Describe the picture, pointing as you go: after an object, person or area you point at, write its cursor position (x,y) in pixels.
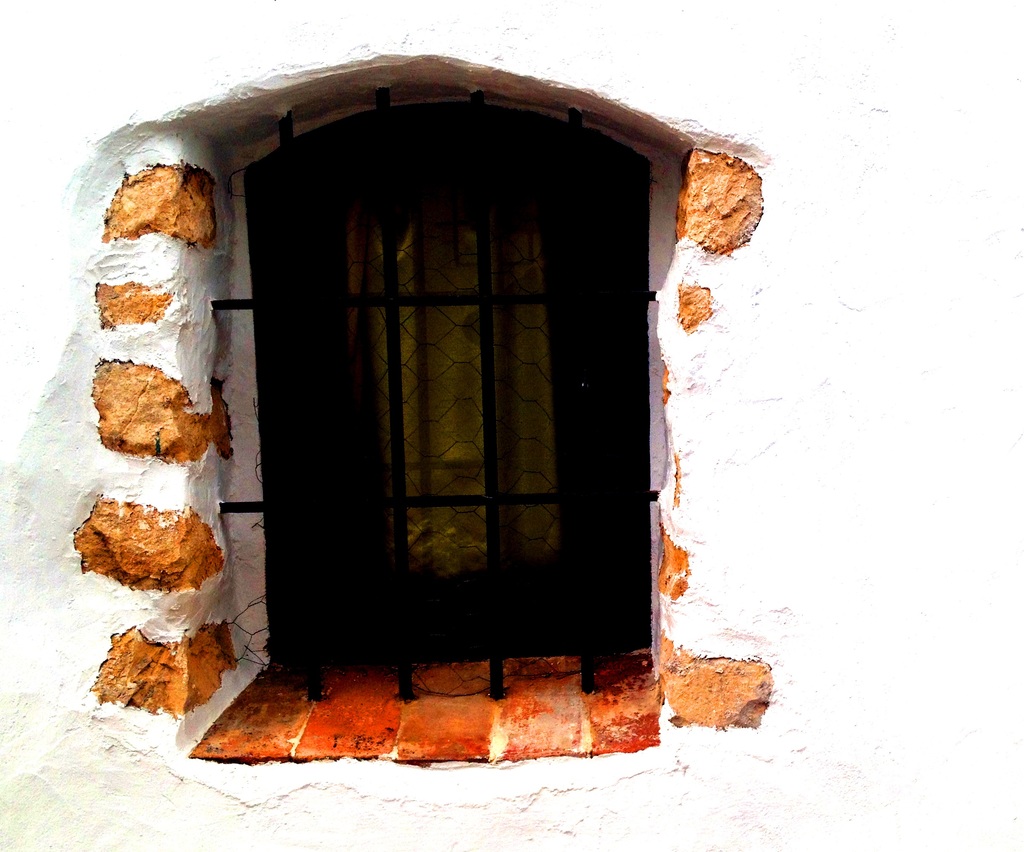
As we can see in the image there is a white color wall (898,405) and window (341,347).
